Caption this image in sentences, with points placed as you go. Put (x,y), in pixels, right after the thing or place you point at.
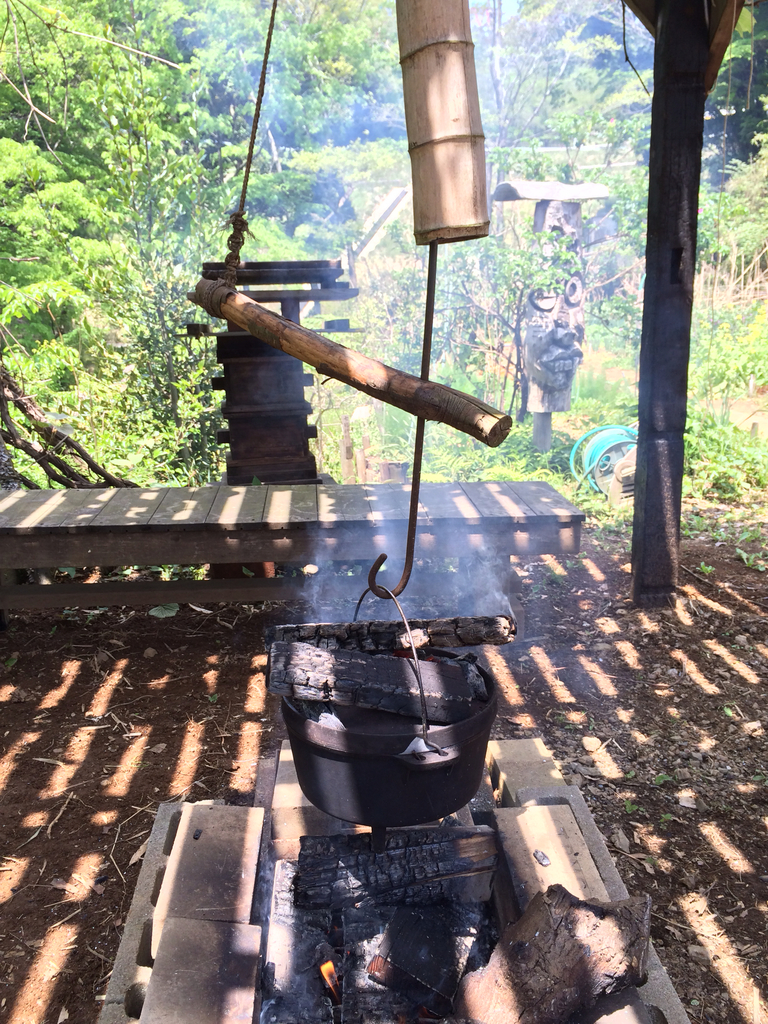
In this image there are a few wooden logs (406,657) on a pot (397,727), beneath the pot (416,730) there is fire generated from wood (369,886), behind the pot (374,829) there is a wooden bench (217,514), in the background of the image (466,248) there are trees (418,313).
